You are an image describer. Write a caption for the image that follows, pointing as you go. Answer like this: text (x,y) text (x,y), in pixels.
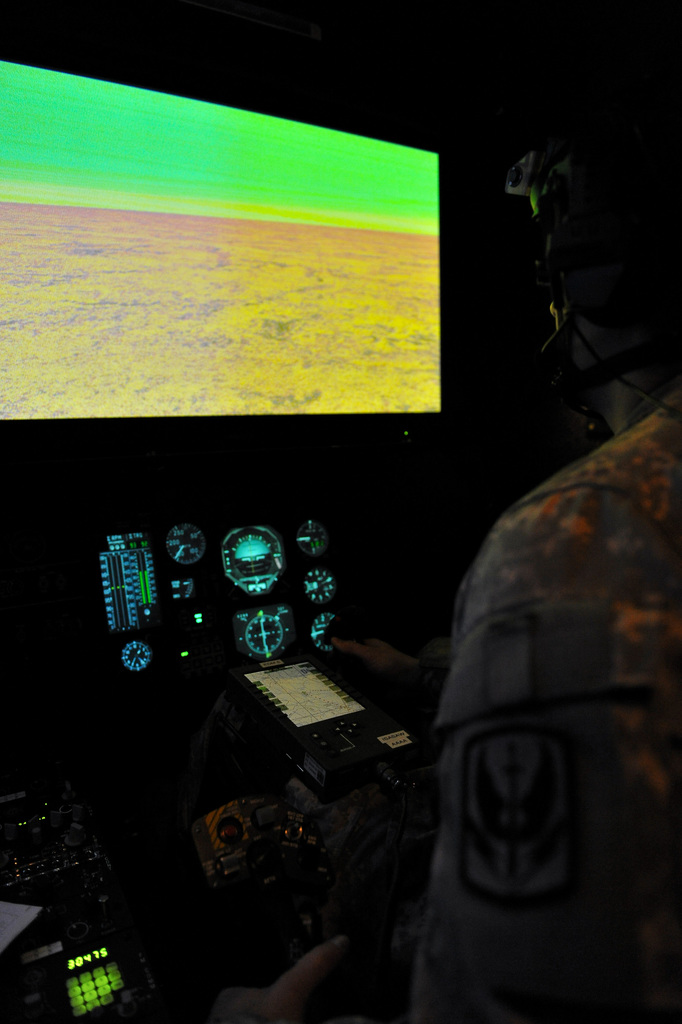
In this image, I can see a person (507,669) controlling the systems (318,767). In front of a person (351,805), there is a screen (414,319). The background (222,14) looks dark.
